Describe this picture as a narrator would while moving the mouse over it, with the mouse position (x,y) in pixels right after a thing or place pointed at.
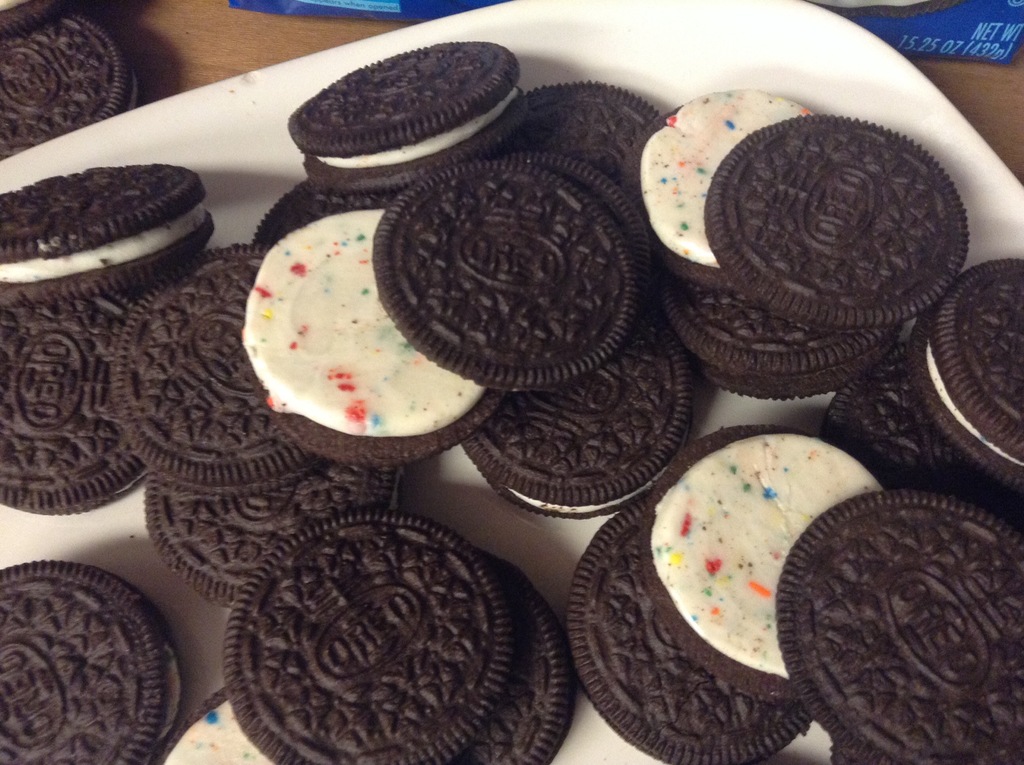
This picture is mainly highlighted with oreo biscuits (623,426) in a white plate (684,28). This is the table (243,38). Near to the plate (701,27) there is a packet of oreo (947,36). These are also biscuits (69,64).
